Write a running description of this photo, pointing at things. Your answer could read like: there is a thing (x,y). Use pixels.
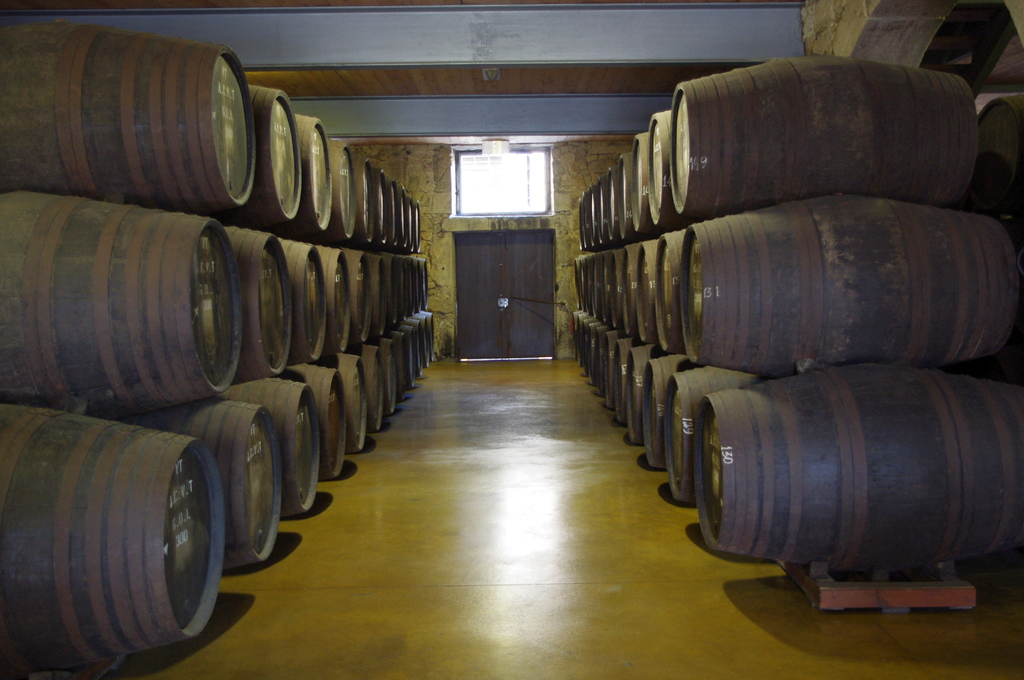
In this image there is the roof (513,31) towards the top of the image (558,47), there is a wall (437,163), there is a door (520,339), there is a ventilator (517,175), there is a light (493,145), there is floor (477,530) towards the bottom of the image (482,467), there are barrels (796,216) towards the right of the image (823,255), there are barrels (198,506) towards the left of the image (208,306), there is text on the barrels (638,367), there are numbers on the barrels (709,261).
